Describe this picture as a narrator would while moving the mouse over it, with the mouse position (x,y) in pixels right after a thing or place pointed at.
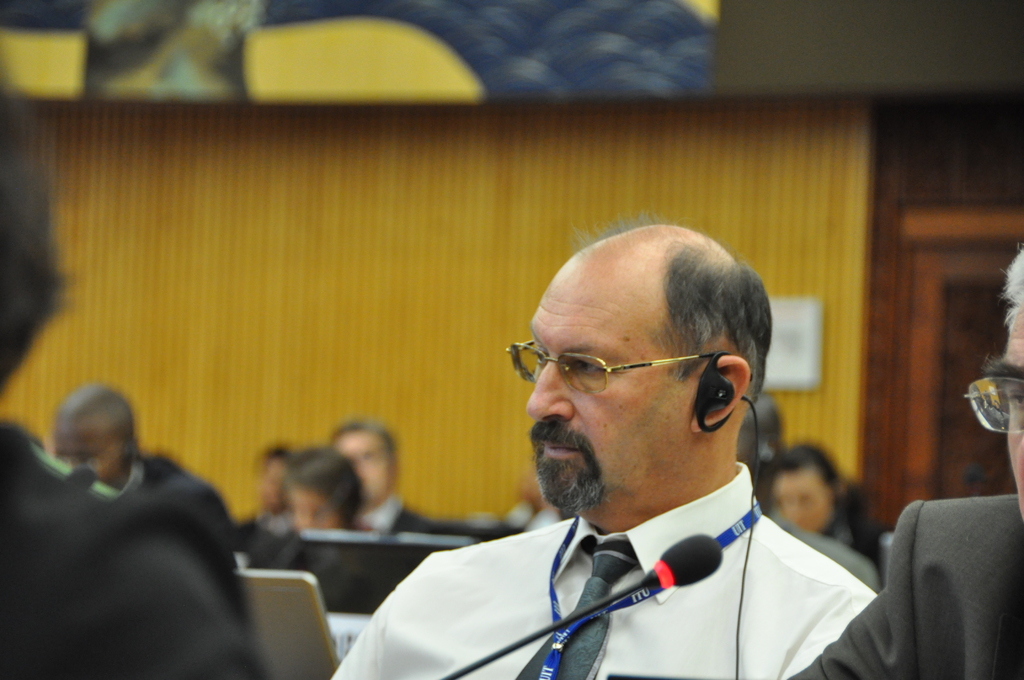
In this picture we can see some people (247,533) sitting, two persons (969,587) in the front (895,557) wore spectacles (1023,427), at the bottom (714,562) there is a microphone (716,552), we can see laptops (371,578) and a wall (457,317) in the background (334,564).
